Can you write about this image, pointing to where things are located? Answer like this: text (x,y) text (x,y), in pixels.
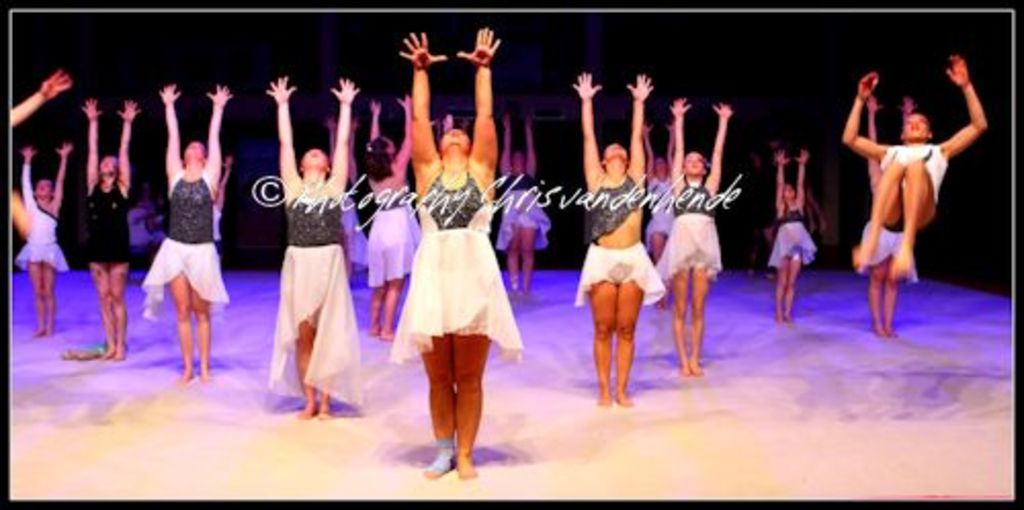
These people (422,220) are standing with raised hands (409,131). Middle of the image (503,185) there is a watermark (448,196). Background (706,99) it is dark.
